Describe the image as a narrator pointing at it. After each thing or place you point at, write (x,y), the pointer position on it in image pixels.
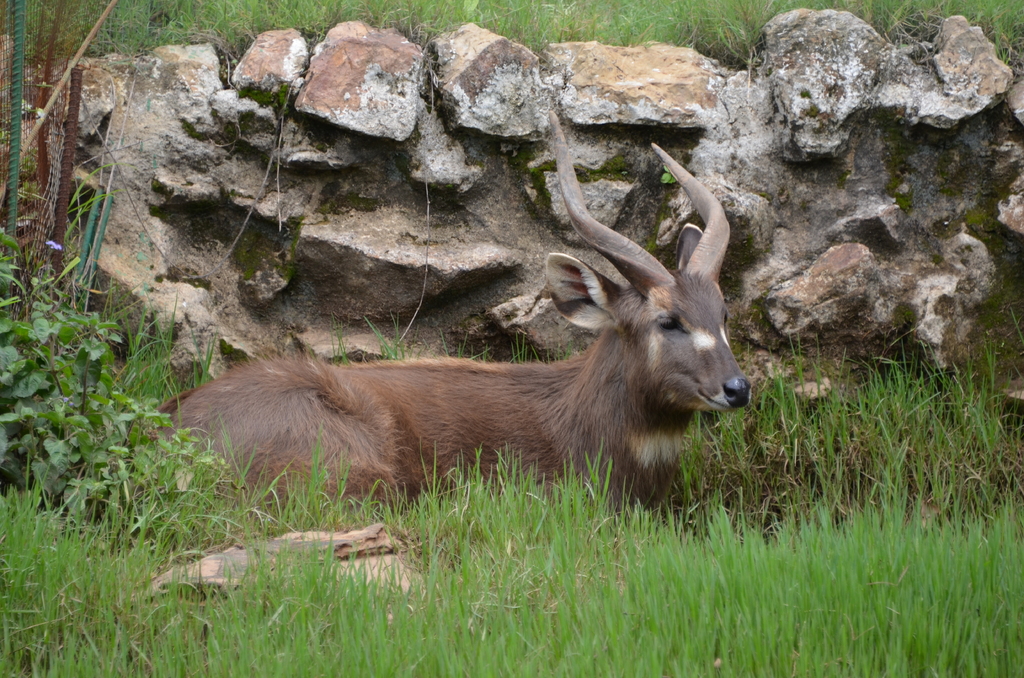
In this image we can see an animal (440,413) on the ground (464,556), there are some plants (115,443), rods (47,149) and grass (534,529), also we can see the wall (892,202).
